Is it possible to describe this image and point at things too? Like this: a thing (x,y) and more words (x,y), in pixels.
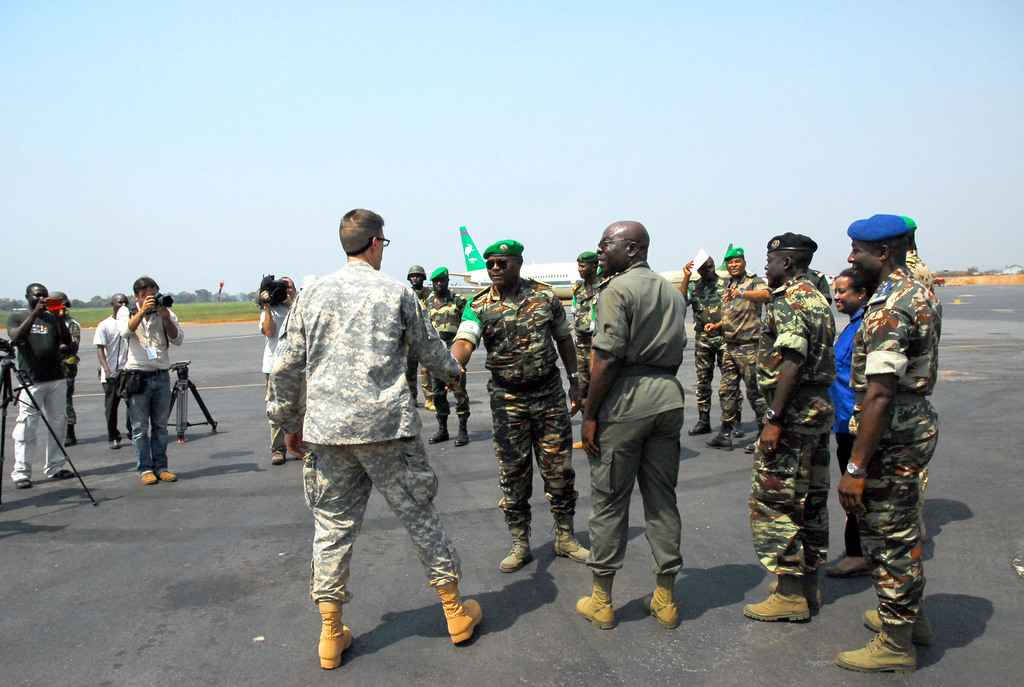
In this image I can see few persons (544,334) wearing uniforms (740,342) are standing on the ground (525,588) and few other persons (148,417) are standing and holding cameras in their hands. In the background (538,277) I can see a aeroplane (475,258) which is white and green in color, some grass (236,310), few trees (250,297) and the sky (646,162).
